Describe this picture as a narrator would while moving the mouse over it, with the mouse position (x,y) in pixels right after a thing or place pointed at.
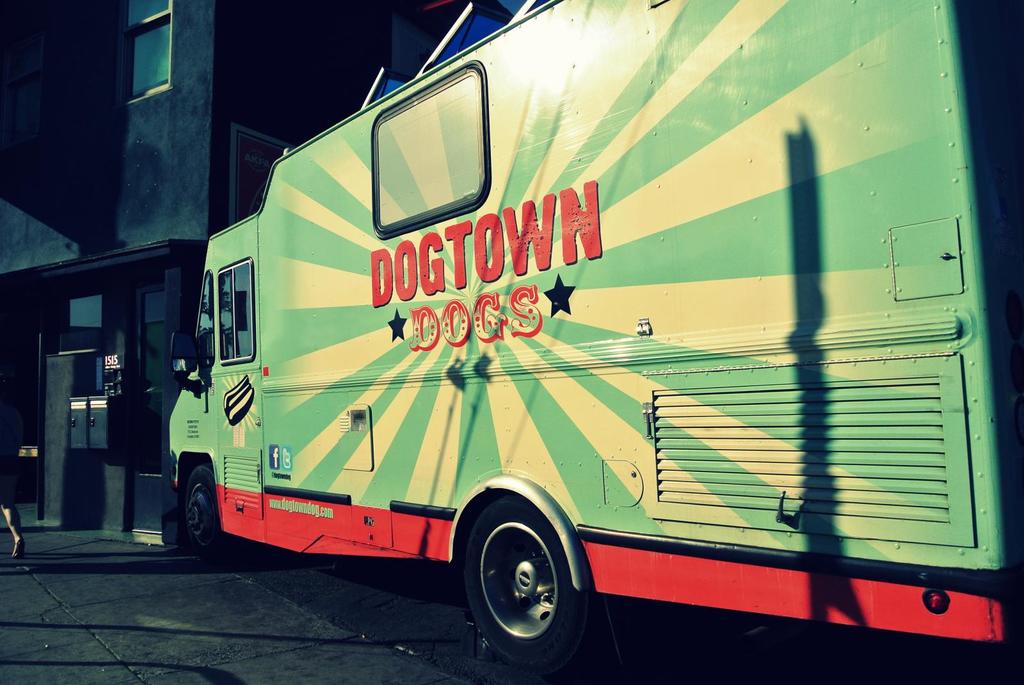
In this image we can see a truck (399,186) parked on the road (16,615) which is in green, yellow and red color and there is some text (451,228) written on it. The background of the image (52,464) is dark, where we can see a building (26,240) and a person (14,554) walking on the road (31,553).
